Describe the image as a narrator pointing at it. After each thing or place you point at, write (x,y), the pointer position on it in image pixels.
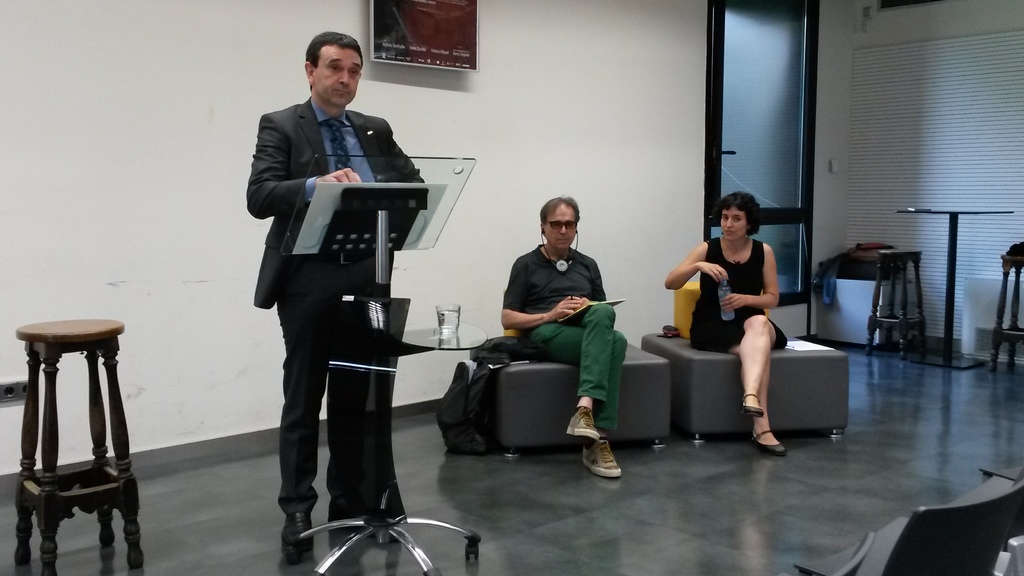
In this Image I see 2 men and a woman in which these 2 are sitting on couch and this man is standing over here. I can also see a glass (454,322) and a stool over here. In the background (14,299) I see the wall (699,8), 2 stools (1017,260), a table (953,316) and the door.
